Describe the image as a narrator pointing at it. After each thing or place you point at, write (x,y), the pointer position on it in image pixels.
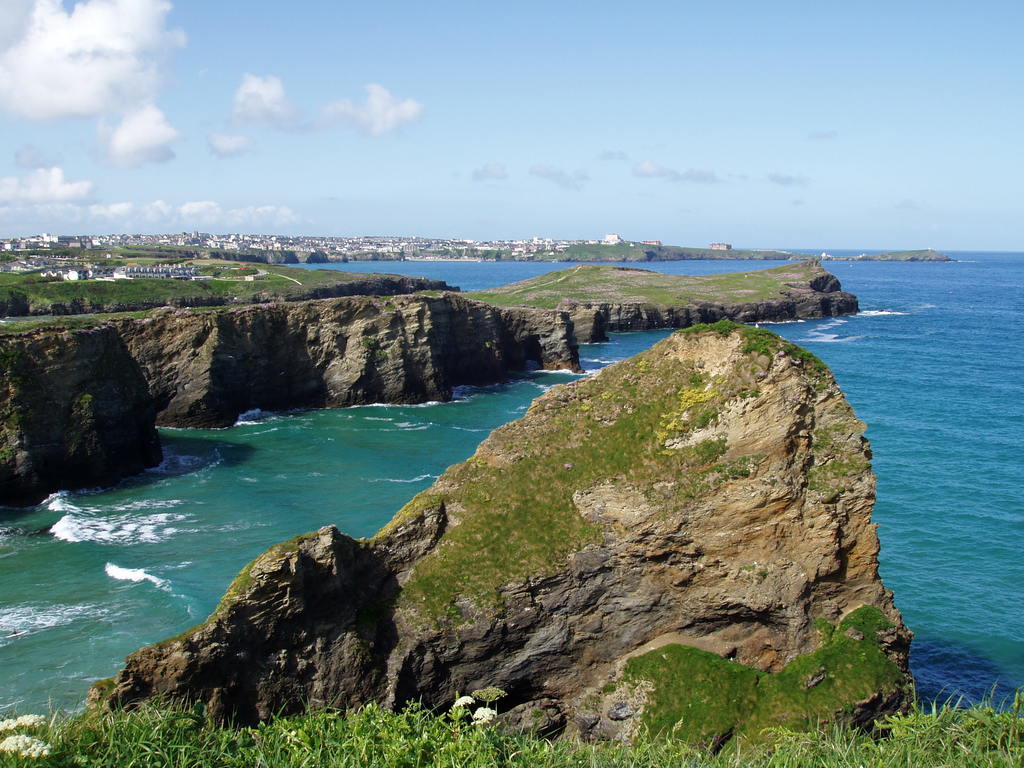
This picture is consists of cliff (279,560) in the image and there is grassland (909,746) at the bottom side of the image (903,760).
